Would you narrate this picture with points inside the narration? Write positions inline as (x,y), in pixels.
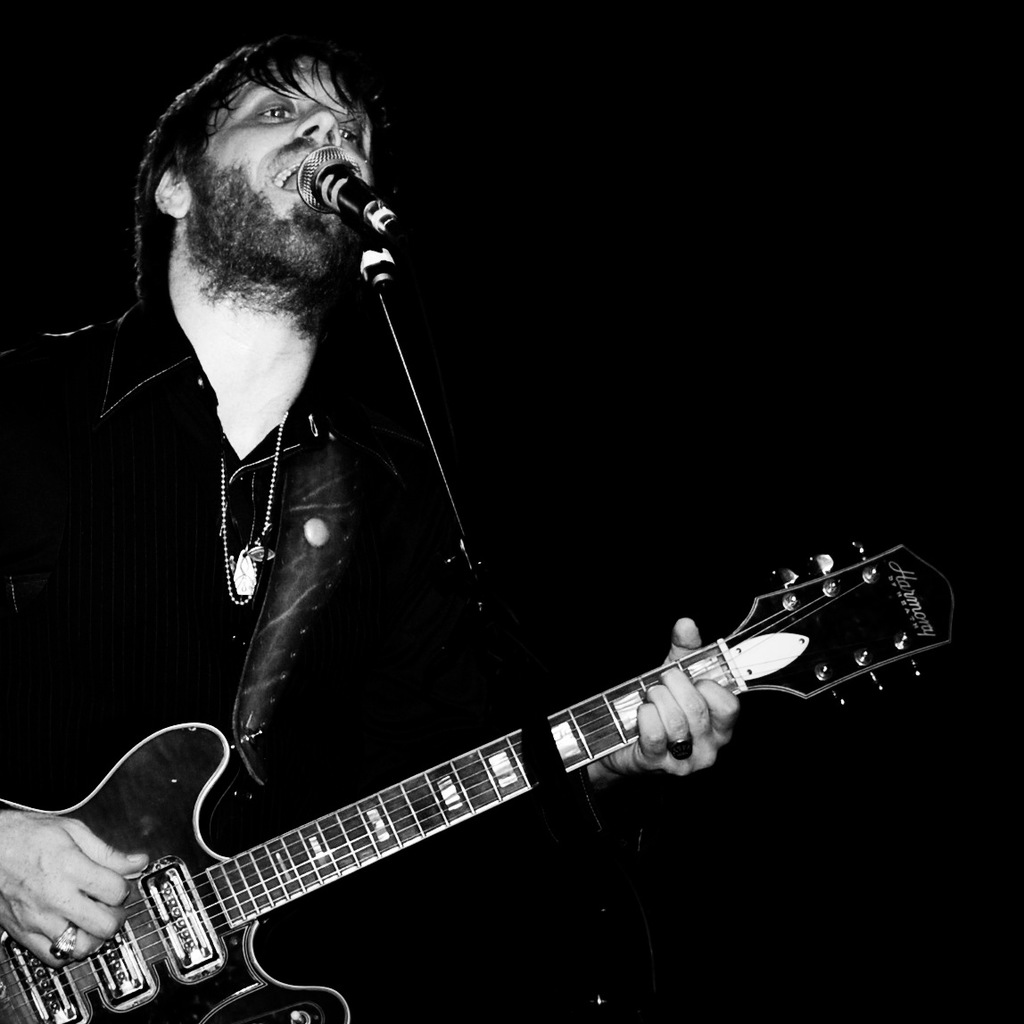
This picture shows a man (208,318) singing in front of a mic (368,204) and playing a guitar (166,885) in his hands (687,669). In the background (606,330) there is completely dark.
